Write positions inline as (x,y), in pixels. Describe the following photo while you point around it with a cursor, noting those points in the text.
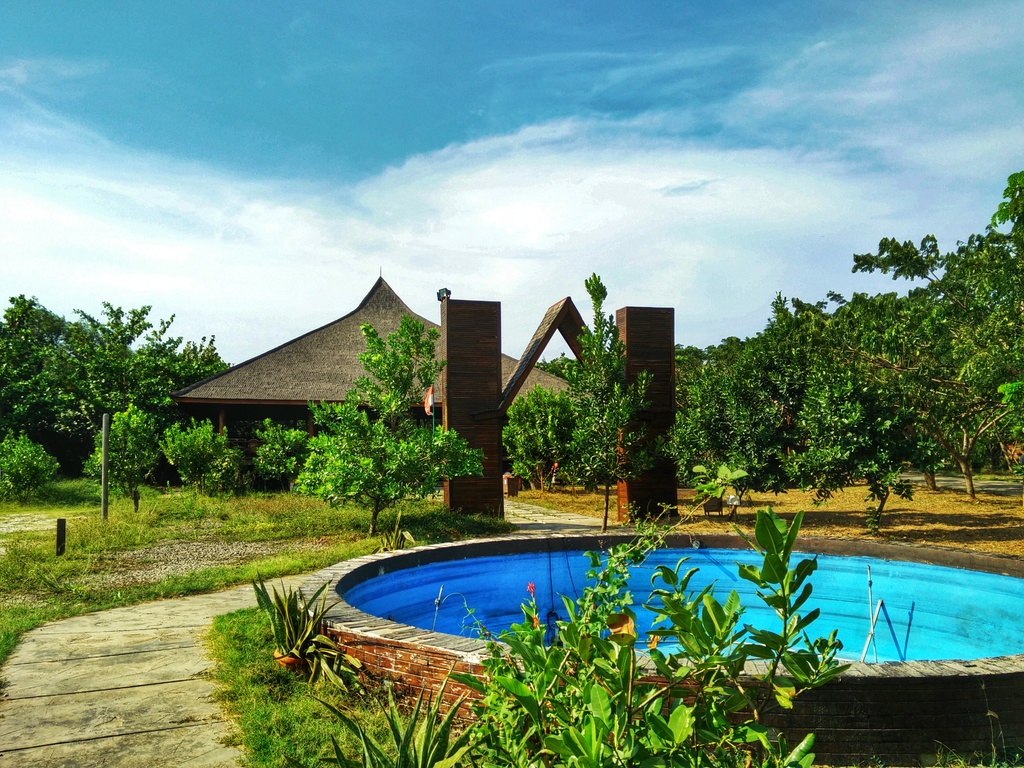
On the left side (128,677), there is a path (137,695). On both sides of this path (183,639), there's grass (245,569) on the ground (333,733). On the right side (834,715), there is a pool (367,569). Beside this pool (378,630), there are plants (704,728). In the background (73,422), there are trees (4,385), a shelter (300,364), plants (553,443) and grass (262,493) on the ground (17,504) and there are clouds (443,185) in the sky (405,46).
